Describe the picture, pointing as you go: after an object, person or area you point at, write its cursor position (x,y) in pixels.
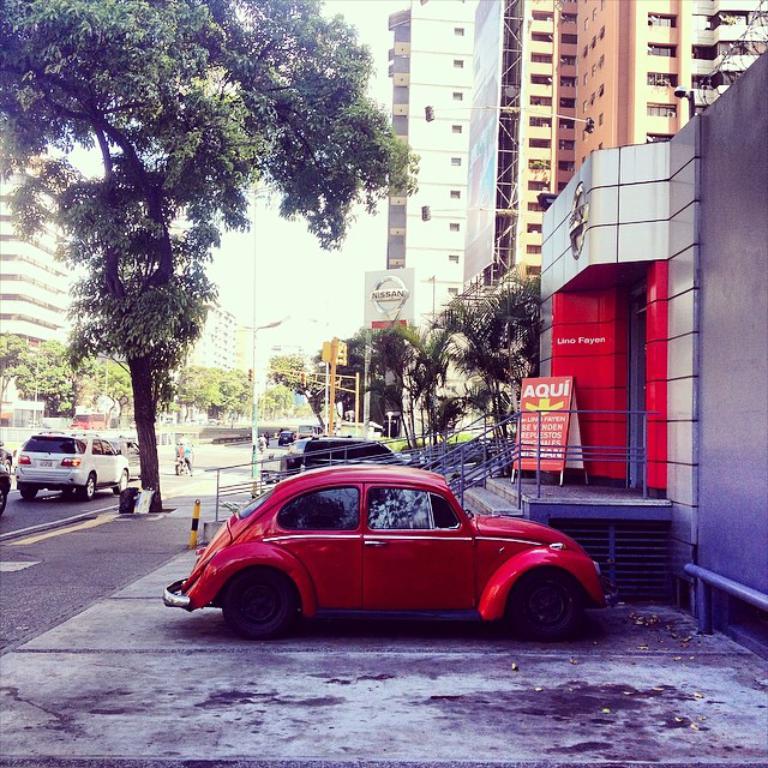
In this picture we can see the red color car (283,625) parked in the front (351,630). Behind there is a railing (505,424) and shop (670,387). In the background (458,387) there are some buildings (543,44). On the left side (141,404) there is a tree (141,404) and some cars (60,457) moving on the road (110,498).
